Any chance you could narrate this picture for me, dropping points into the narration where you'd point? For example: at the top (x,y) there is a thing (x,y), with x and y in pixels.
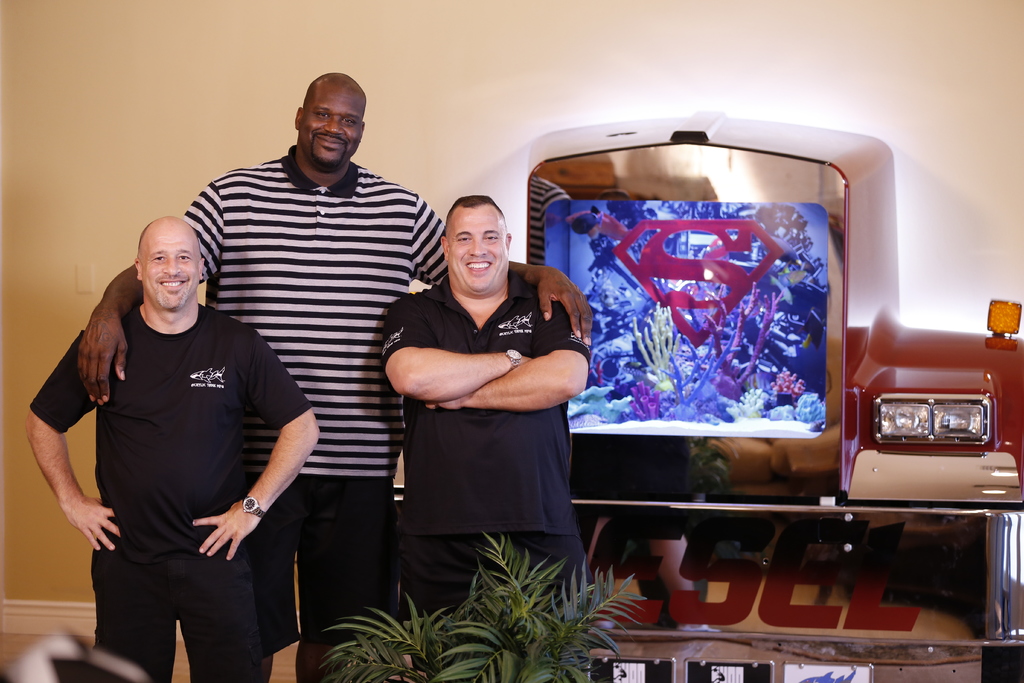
In this image I can see three persons (249,248) are standing and I can also see smile on their faces (489,278). On the right side of this image (725,463) I can see an aquarium (646,381) and few lights (909,426). On the bottom side of this image (385,673) I can see a plant (603,583) and I can also see something is written on the bottom right side (702,518).
